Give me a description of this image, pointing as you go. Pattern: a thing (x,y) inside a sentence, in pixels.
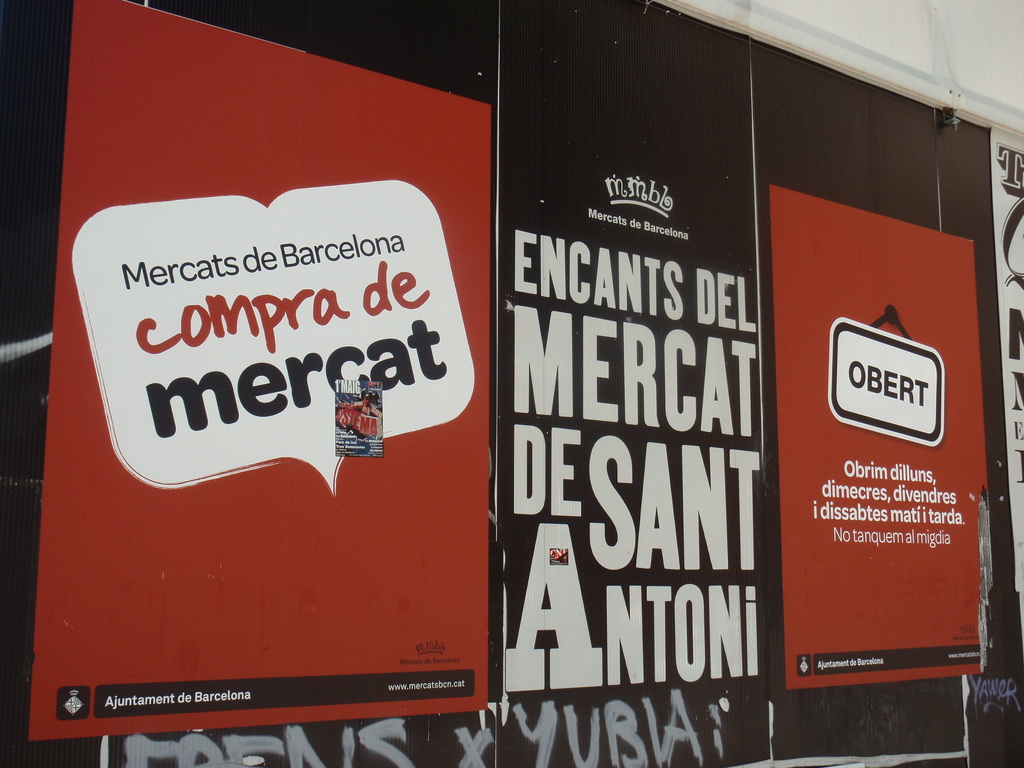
In this picture there is a wall (858,151) on which we can observe a red and brown color advertisements (569,143). We can observe white color words (576,277) on the wall (586,525).
